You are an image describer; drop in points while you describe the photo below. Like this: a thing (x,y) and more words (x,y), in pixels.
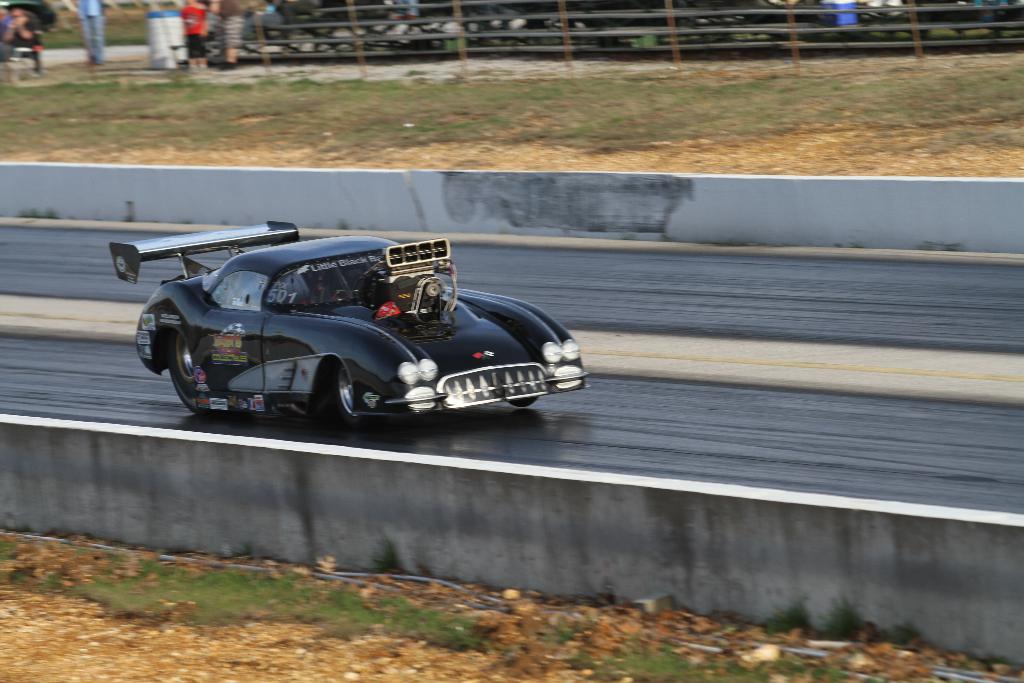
In this picture I can see a car (269,330) moving on the road (723,392) and I can see few people (191,52) standing in the back (28,14) and it looks like a racing track (466,438).
